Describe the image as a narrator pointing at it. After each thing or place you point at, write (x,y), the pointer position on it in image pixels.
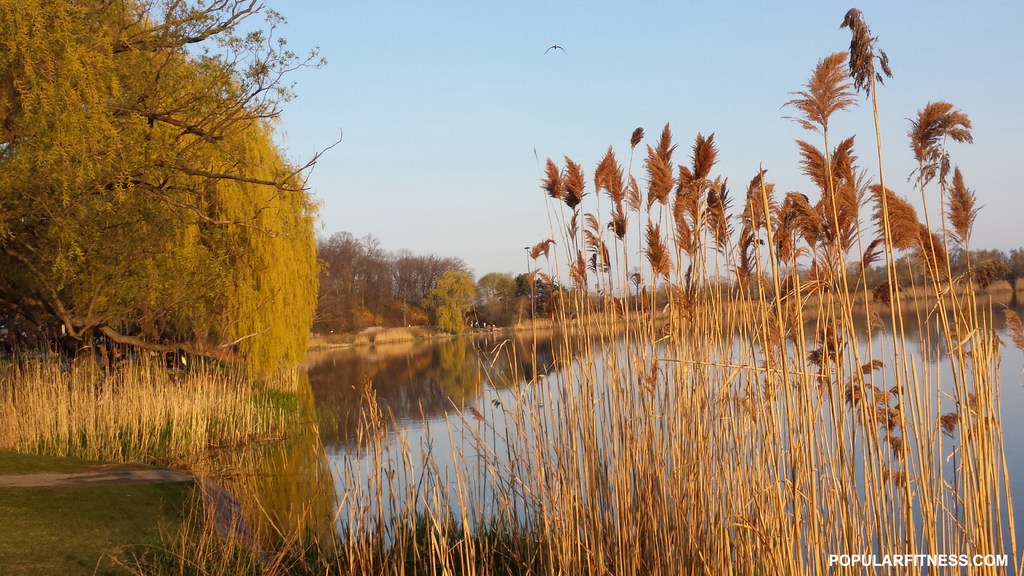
These are the trees (254,320) and the dried grass (171,400). These look like the plants (560,485). I think this is a lake (440,360) with the water (440,370) flowing. I can see a bird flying in the sky (584,42). This is the watermark (902,557) on the image.
